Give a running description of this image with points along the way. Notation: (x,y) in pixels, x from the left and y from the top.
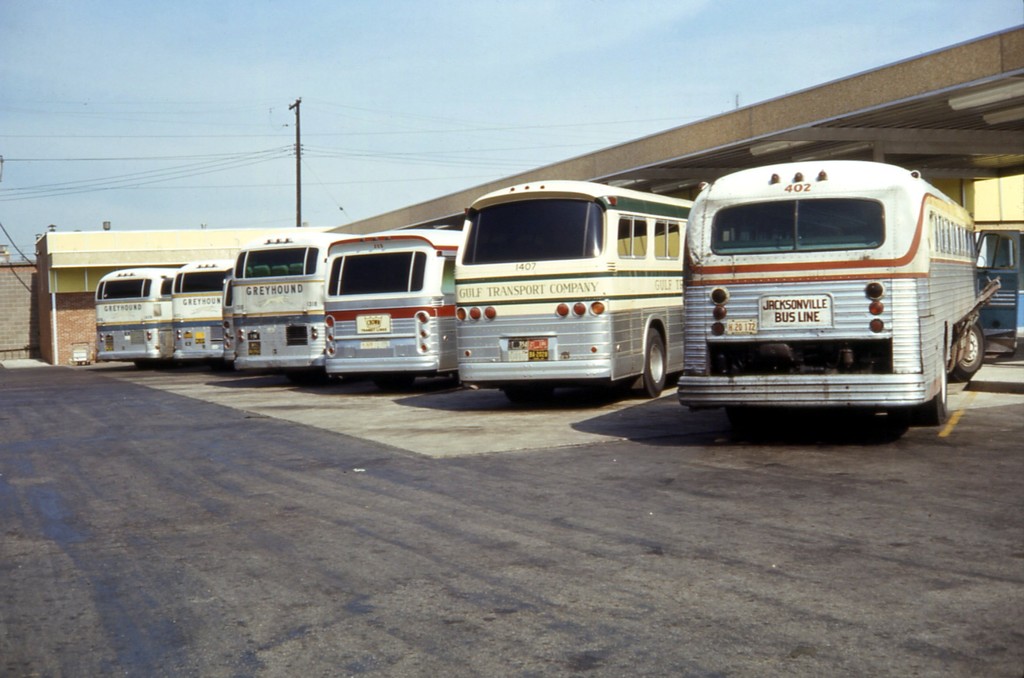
In this picture we can observe some buses (531,323) parked in the bus station (418,430). The buses (757,304) were in grey and white color. We can observe a pole (297,174) and wires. In the background (414,184) there is a sky (412,77).
